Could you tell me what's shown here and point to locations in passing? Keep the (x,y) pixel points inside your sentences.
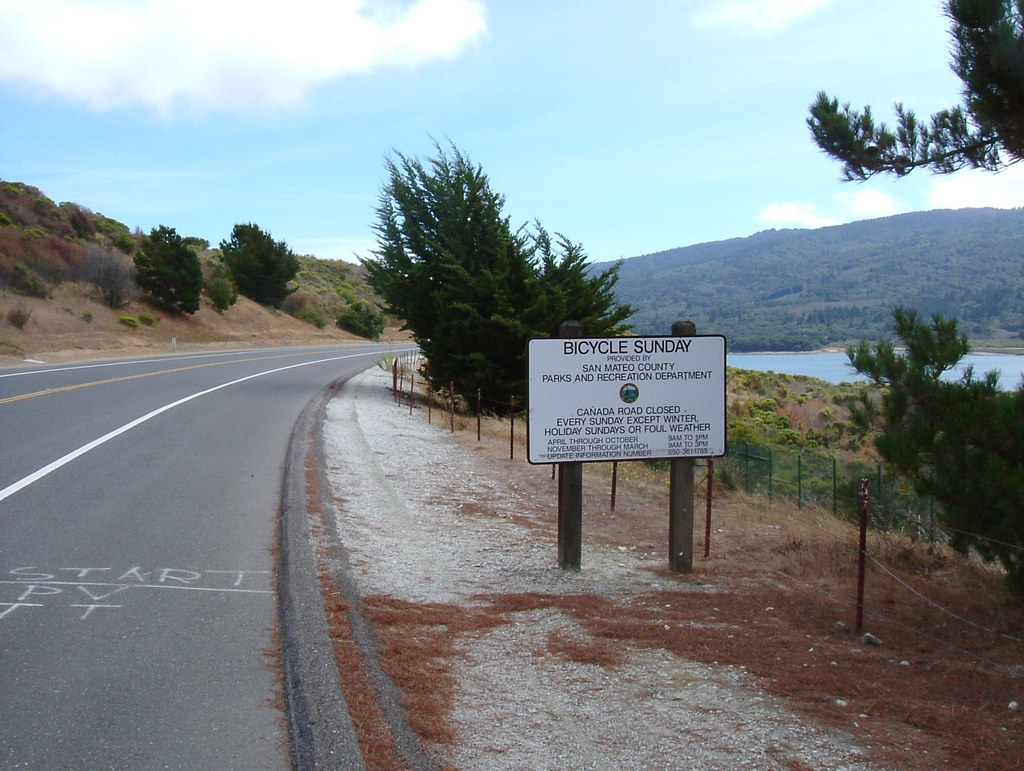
In this image I can see the road (133,488), the ground (638,601), a board (612,400) which is white in color, few metal poles (451,396) which are brown in color and in the background (719,272) I can see a mountain (772,278), water (789,369), few trees (449,219) and the sky (557,111).
